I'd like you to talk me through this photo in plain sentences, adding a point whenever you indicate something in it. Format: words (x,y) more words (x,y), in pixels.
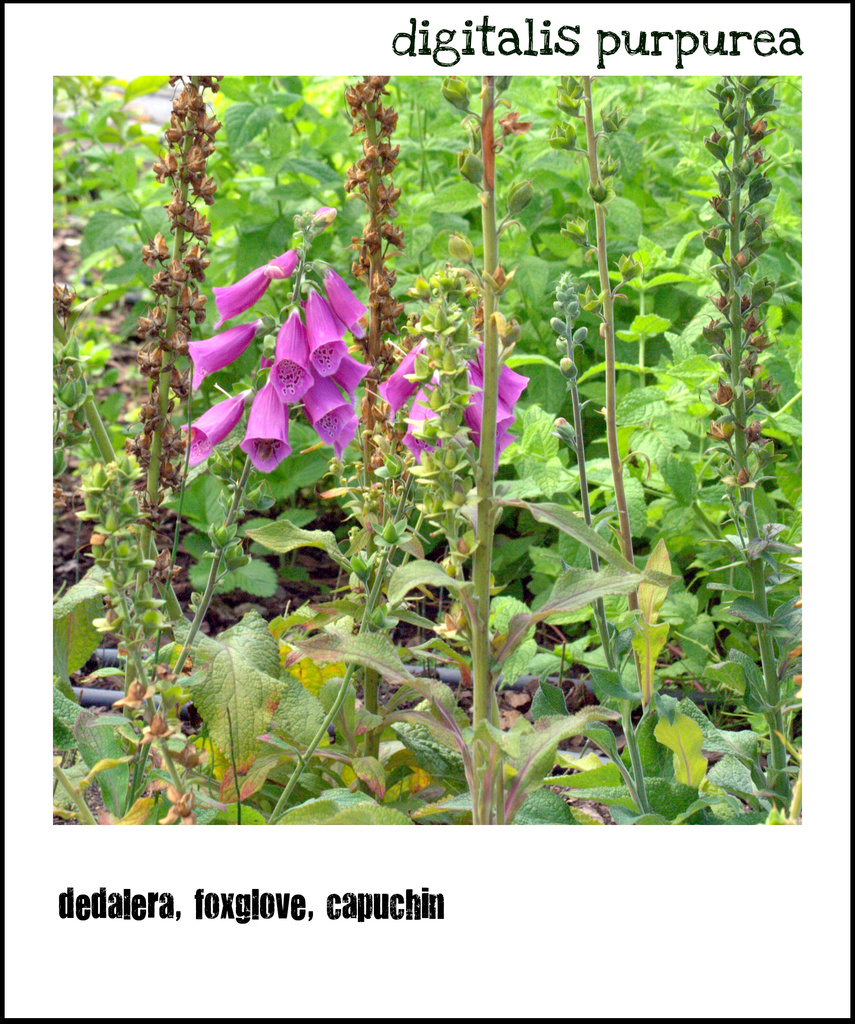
In this picture we can see a poster (842,94), there is a picture (533,420) of flowers (291,322) and plants (587,215) in the middle (394,418), we can see some text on the poster (503,318).
